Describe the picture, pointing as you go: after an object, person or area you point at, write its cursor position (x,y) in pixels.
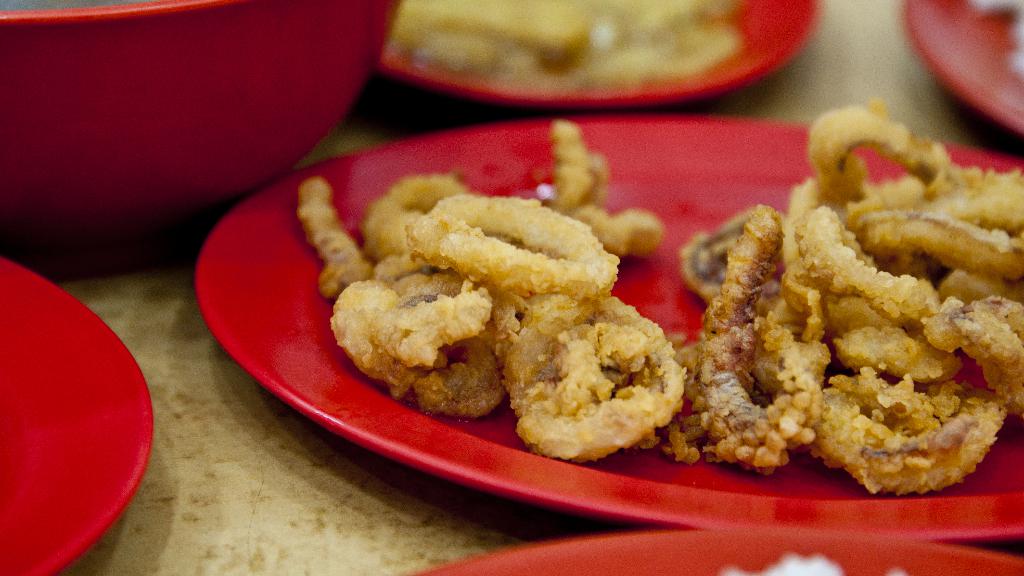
Here I can see a red color bowl (221,165) and plates (25,350) which consists of some food items (509,277). These are placed on a table (268,513).
